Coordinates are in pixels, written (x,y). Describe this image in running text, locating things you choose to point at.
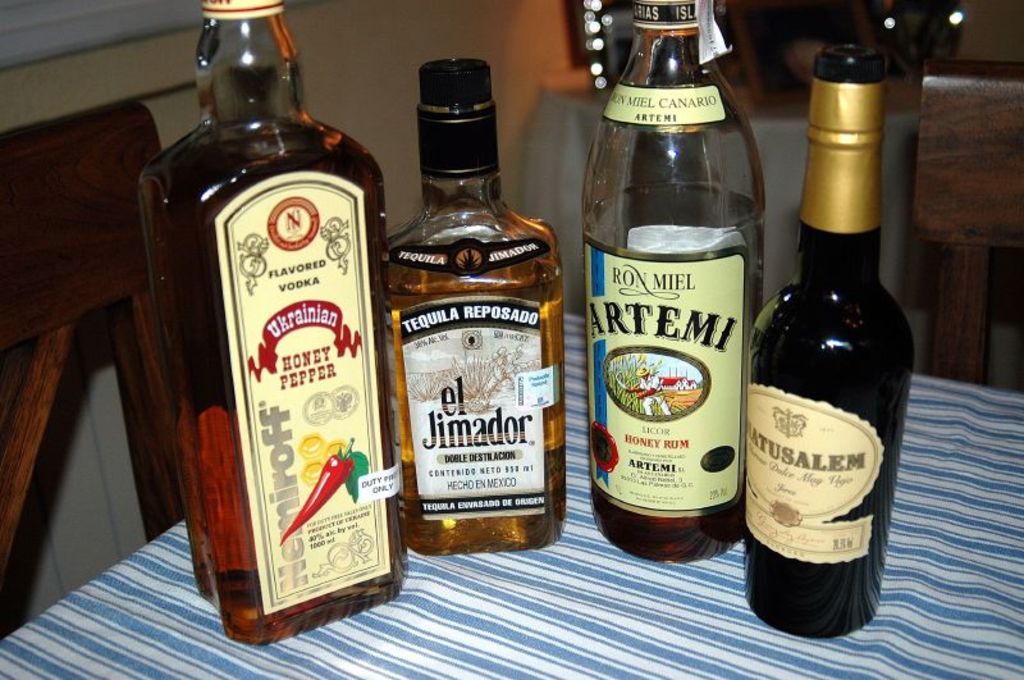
This picture is of inside the room (263,236). In the foreground (594,641) there is a table (673,613) covered with a cloth (867,649) and on the top of which we can see the bottles (375,274) containing drinks (867,415) are placed. In the background (423,6) we can see a wall (397,21), a chair (61,197) on the left corner (46,380).
